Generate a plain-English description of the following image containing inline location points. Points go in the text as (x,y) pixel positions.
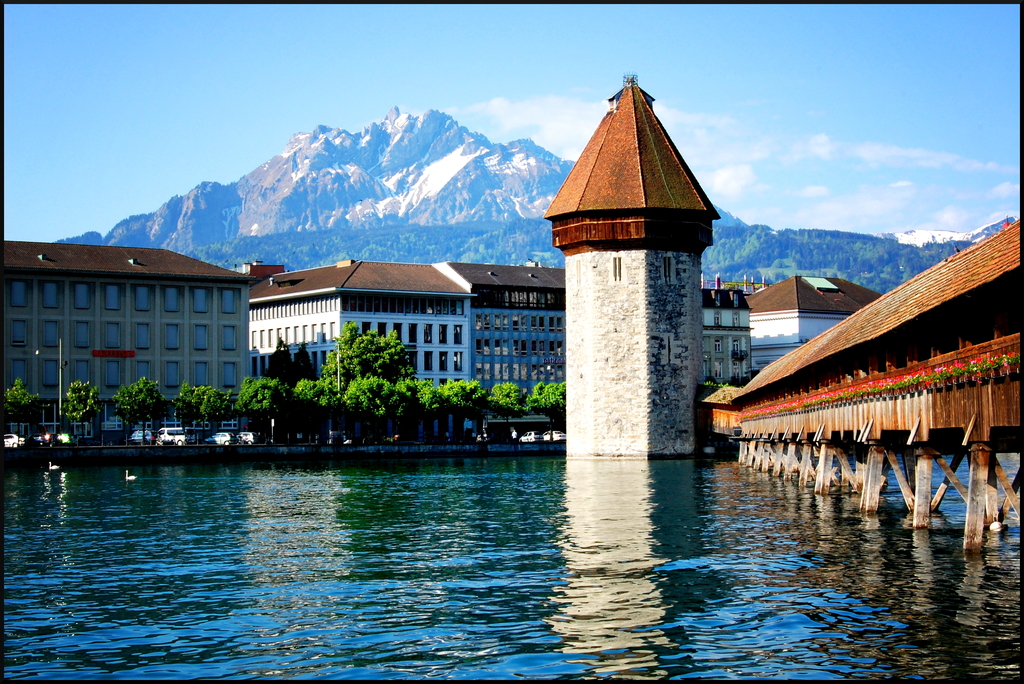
In this image there is a lake (464,561), in that lake (616,469) there is a bridge (735,434), around the lake (427,459) there are trees (83,397) and road (91,444), in the background (75,346) there are houses (711,291) mountain (348,158) and a sky (386,95).
